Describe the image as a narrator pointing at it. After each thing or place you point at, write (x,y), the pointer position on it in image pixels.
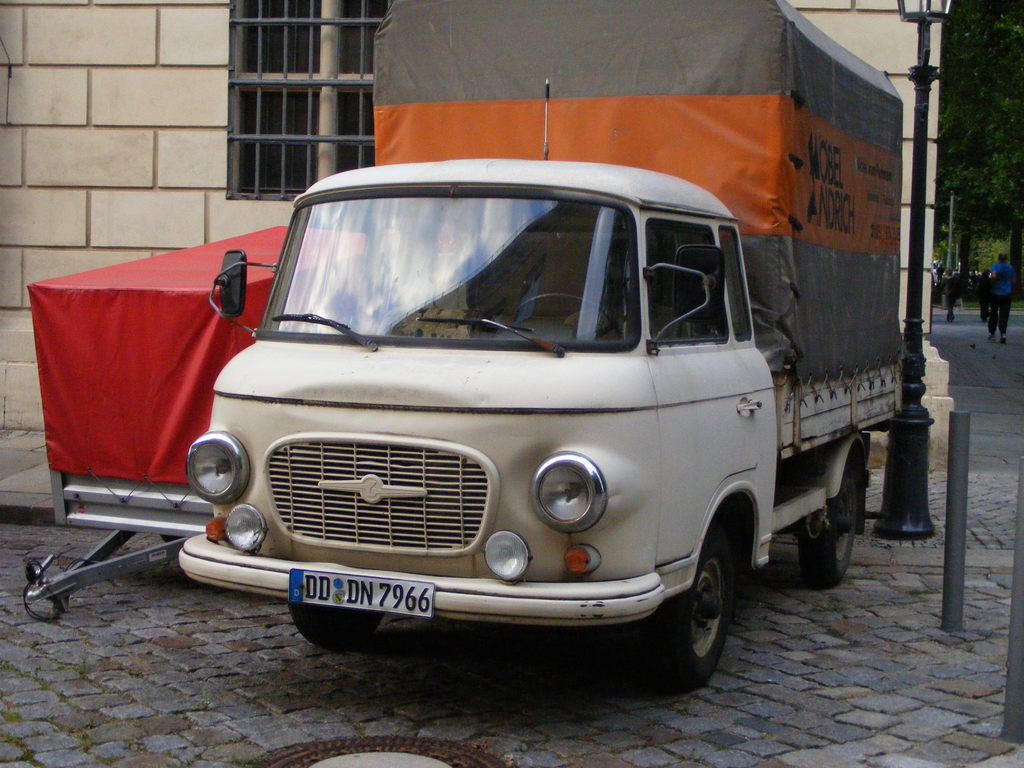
This image is taken outdoors. At the bottom of the image (232,714) there is a floor (299,645) and there is an object (389,748) on the floor (691,761). In the background (128,19) there is a building (208,118) with a wall (187,137) and a window (322,119). On the right side of the image (979,190) there are a few trees (981,199) and a few people (999,303) are walking on the road (973,326). There is a pole (915,84) with a street light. In the middle of the image (523,361) a truck (553,253) is parked on the floor (800,605) and there is a trolley (95,483) on the floor (381,724).
